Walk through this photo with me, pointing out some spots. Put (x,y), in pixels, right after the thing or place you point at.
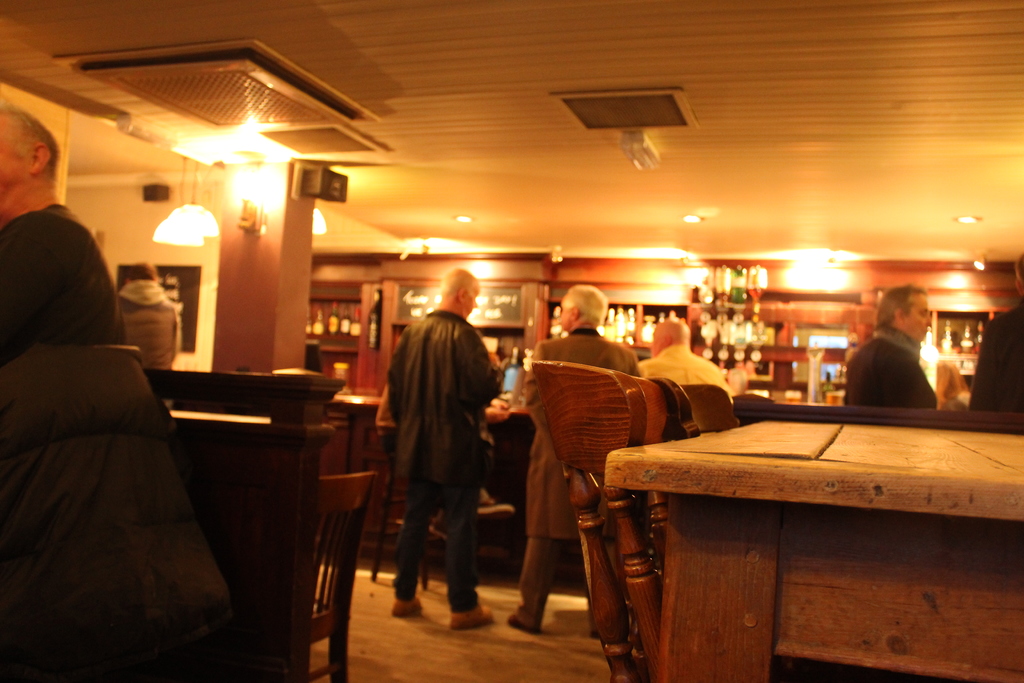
This is a room (632,393) with tables (843,496), chairs (602,468). There are few persons (536,450) in it. There is lights (193,223) hanged on the roof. There is racks (765,335) with bottle (707,312) of alcohol (353,319). This is the floor (488,645). Men (471,363) are standing on the floor (467,632).
